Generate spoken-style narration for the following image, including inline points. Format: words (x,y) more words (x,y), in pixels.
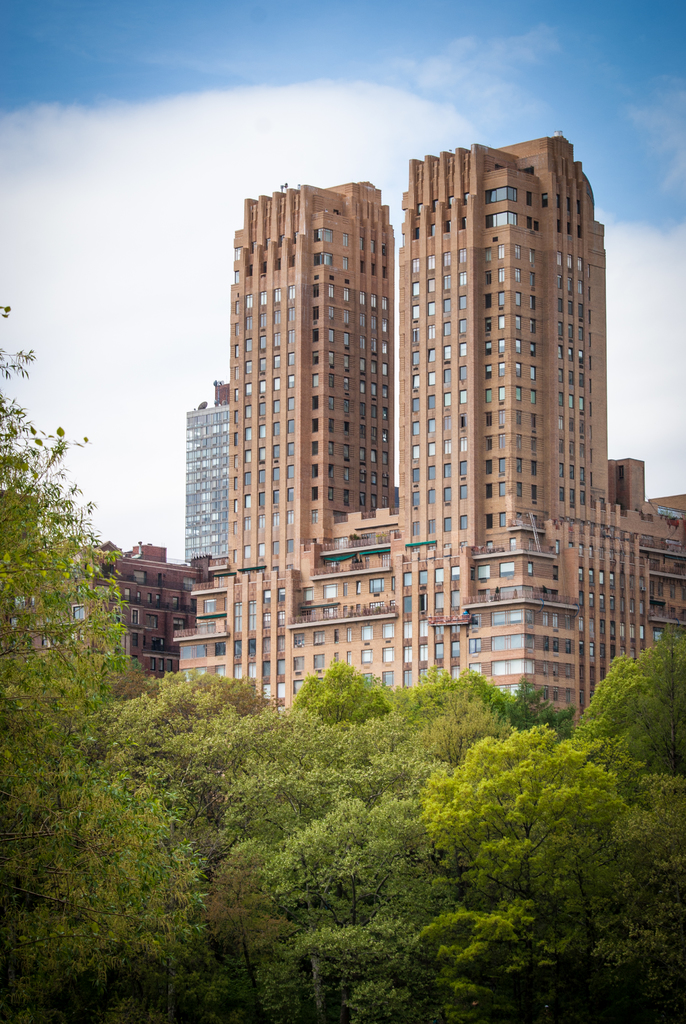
In this image I see number of buildings (359,381) and number of trees (29,493) over here and in the background (1,128) I see the cloudy sky (604,22).
